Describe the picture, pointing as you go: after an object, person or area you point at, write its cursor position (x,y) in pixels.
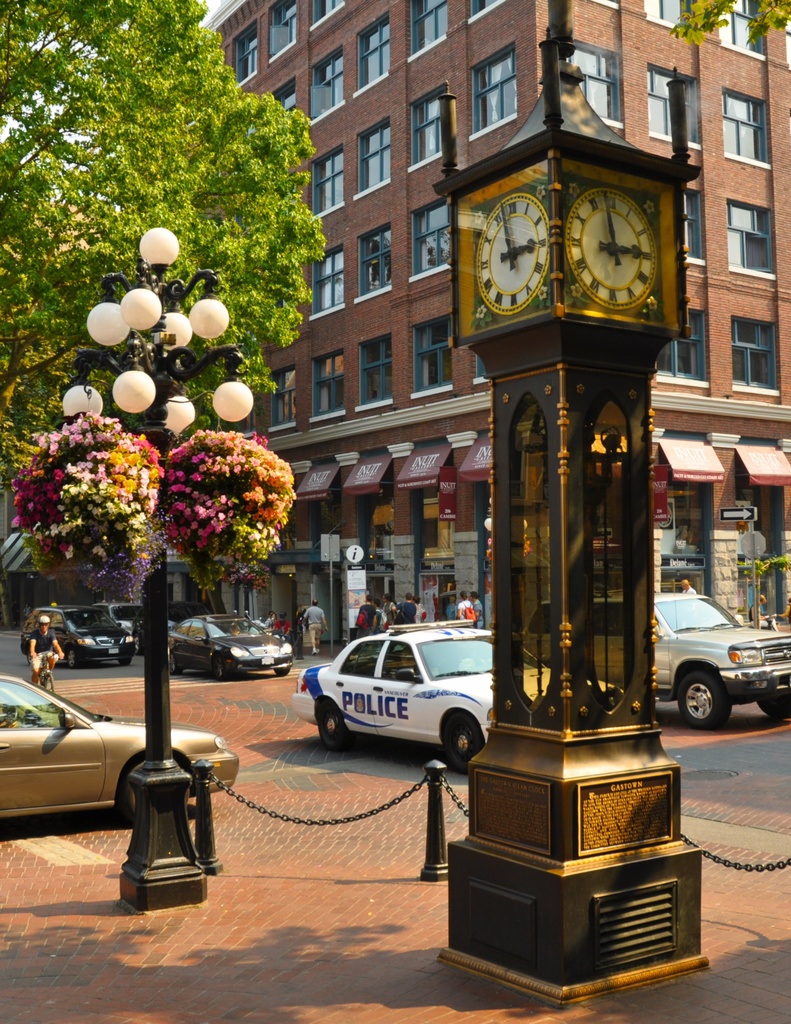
This image is taken outdoors. At the bottom of the image (235,930) there is a road (196,984). In the background (360,312) there is a building (371,325) with walls (382,322), windows (379,150), doors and there are many boards (440,473) with text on them. A few people (317,611) are walking on the sidewalk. On the left side of the image (145,173) there is a tree (141,133) and a few cars (98,645) are moving on the road (75,675) and a person (43,660) is riding on the bicycle (51,686). There is a pole (149,352) with a street light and there are a few flowers (99,517). There is a chain fence (422,780) and there is a clock tower (583,282).
